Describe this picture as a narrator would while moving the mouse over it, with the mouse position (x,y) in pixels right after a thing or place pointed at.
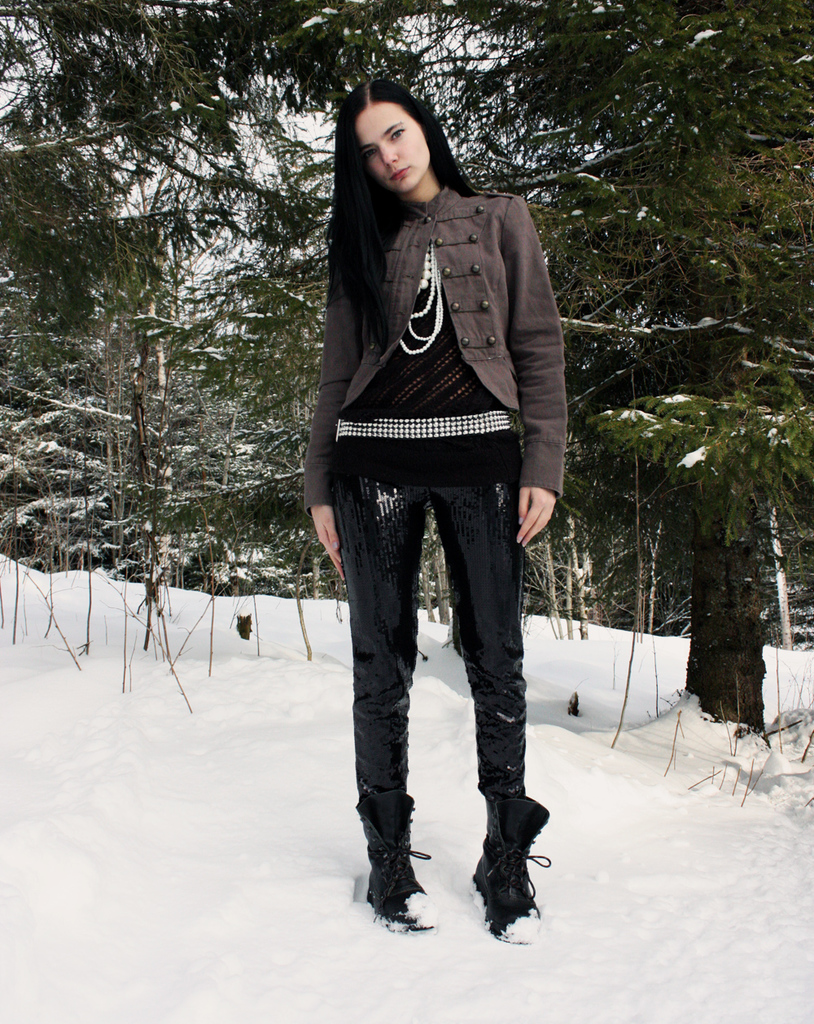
In this image there is a girl (530,832) standing on the snow (420,991). Behind her there are so many trees (186,387). At the bottom (186,747) there is snow (124,838). The girl (410,345) is wearing the jacket (484,343).
